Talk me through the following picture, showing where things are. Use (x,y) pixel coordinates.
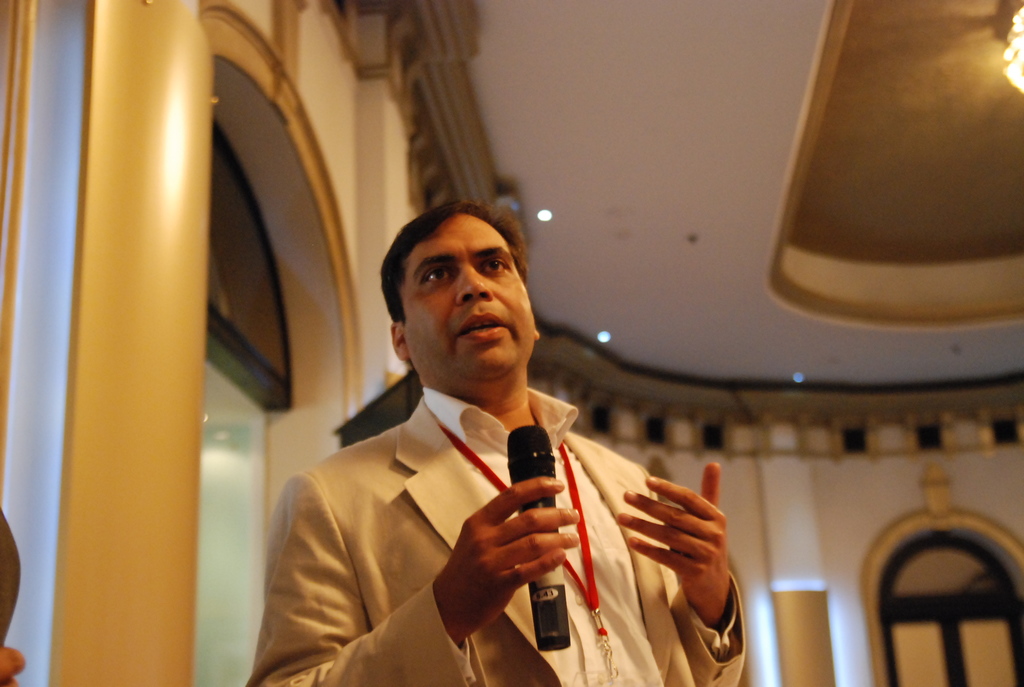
Here we can see a man (404,471) is holding a mic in his hand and there is a tag (478,466) on his neck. In the background (353,128) there is wall (354,143), lights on the ceiling (654,138), door (996,620) and on the right (1021,40) at the top corner (1023,44) there is a light (1009,35) on the ceiling (974,341).
